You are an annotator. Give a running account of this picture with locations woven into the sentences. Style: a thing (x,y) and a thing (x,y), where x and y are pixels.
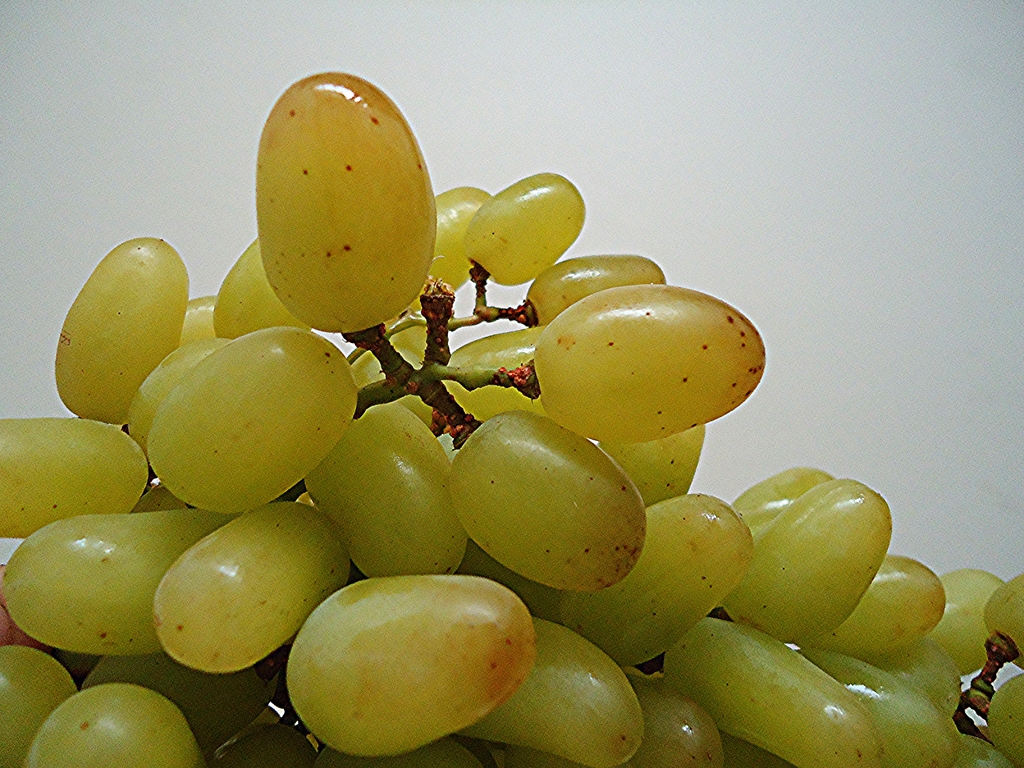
In this picture there are green color grapes (766,683) in the image.
